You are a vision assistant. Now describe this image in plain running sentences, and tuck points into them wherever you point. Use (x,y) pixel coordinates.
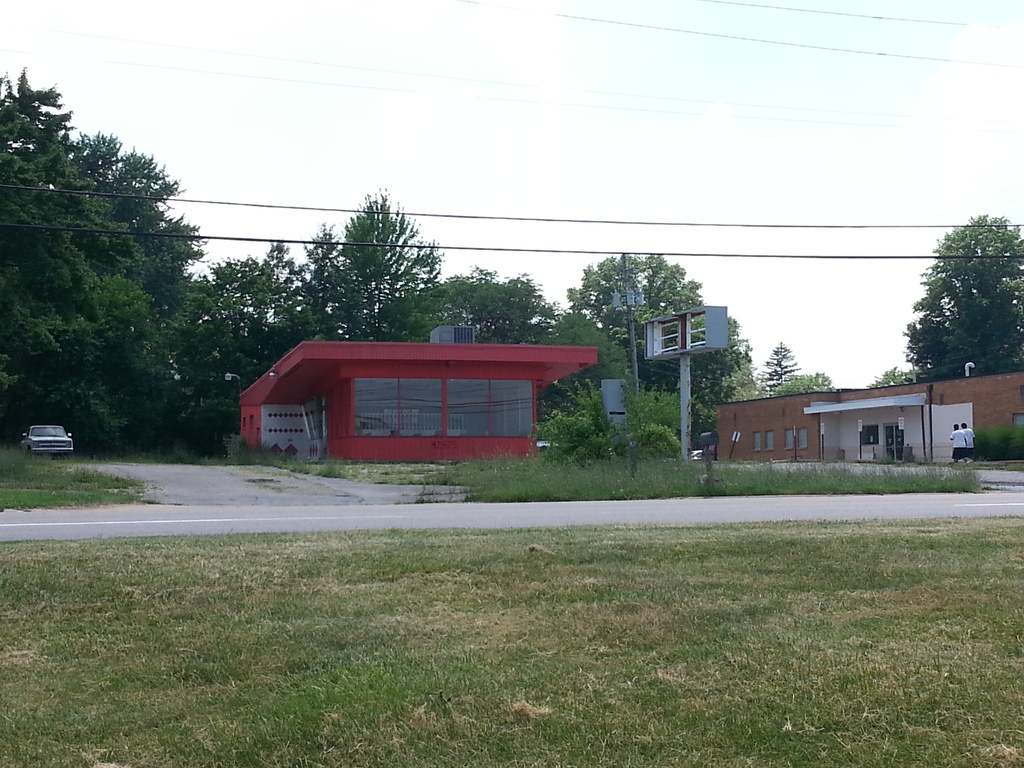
This picture is clicked outside. In the foreground (738,586) we can see the green grass (121,569). In the center (428,431) there is a vehicle (44,443) and we can see the houses (827,424) and two persons (953,433), poles (683,413), trees (697,388) and some other objects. In the background (612,46) there is a sky (726,170) and the cables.
